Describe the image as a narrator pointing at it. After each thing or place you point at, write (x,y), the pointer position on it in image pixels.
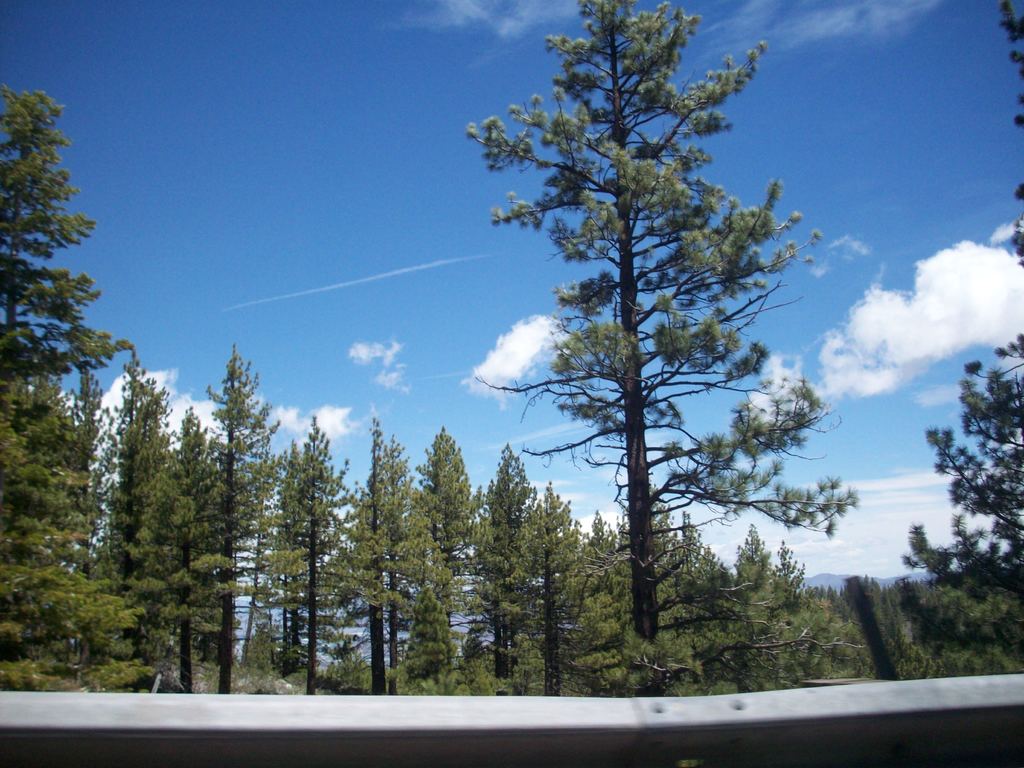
In this picture, we can see some trees (420,616), and the sky (395,326) with clouds (985,273), we can see some metallic object (889,688) in the bottom of the picture (981,701).
